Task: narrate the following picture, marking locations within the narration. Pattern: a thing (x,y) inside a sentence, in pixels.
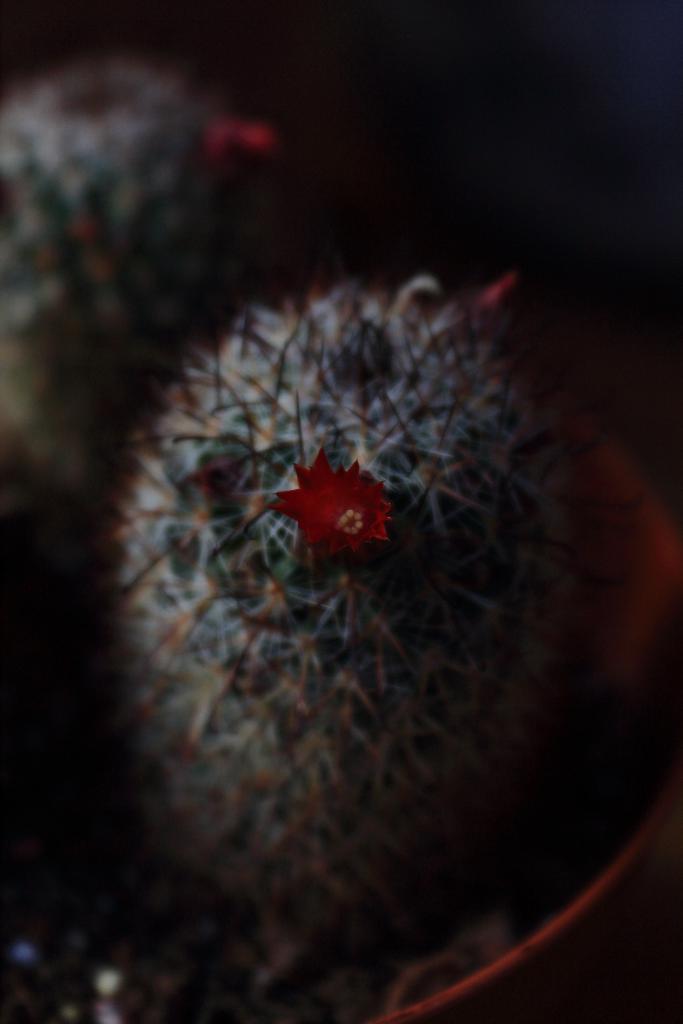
In the center of the image (299,431) there is a plant (264,503) with flowers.
